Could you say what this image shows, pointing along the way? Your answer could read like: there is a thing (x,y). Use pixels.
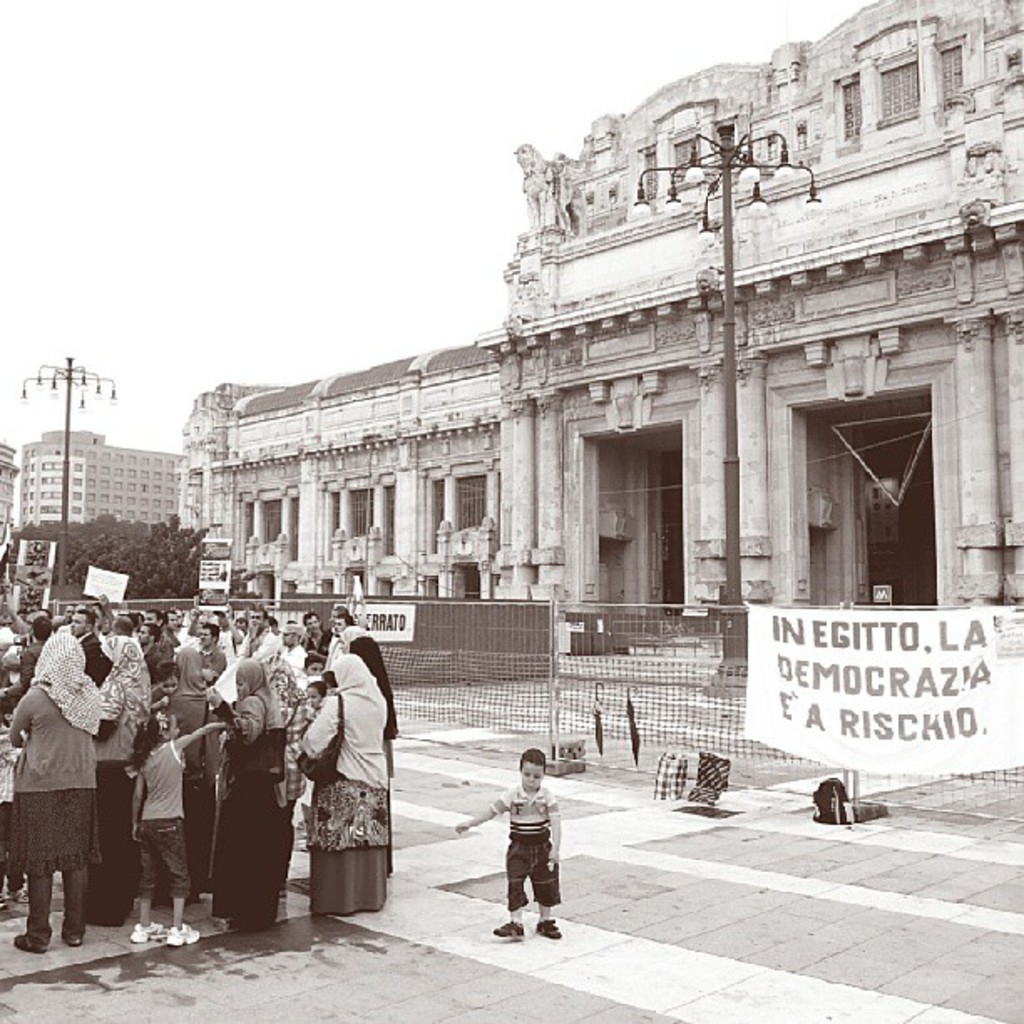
In this image, we can see buildings (355,431) and persons (358,745). There are grills (579,652) in the middle of the image (535,639). There is a banner (865,672) on the right side of the image (866,707). There is a pole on the left (71,456) and on the right side of the image (731,459). There is a sky (502,63) at the top of the image (492,55).
